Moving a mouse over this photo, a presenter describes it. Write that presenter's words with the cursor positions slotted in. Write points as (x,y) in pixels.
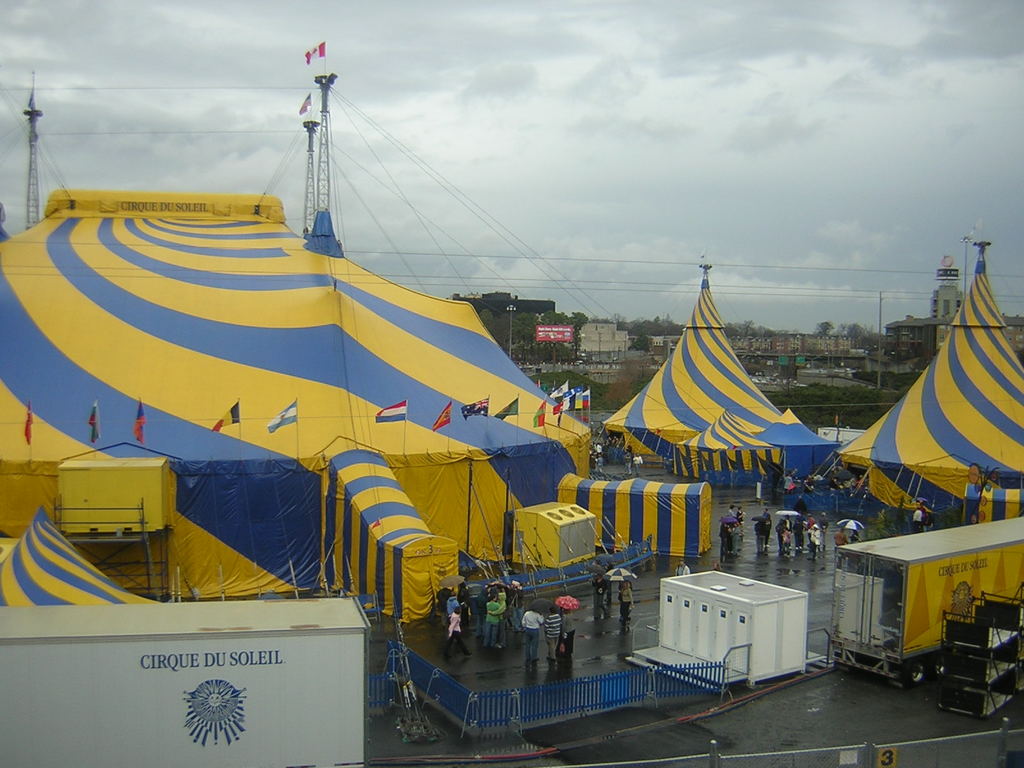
In the picture I can see tents (451,420), flags (537,421) and people (511,610) standing on the ground (516,643) among them some are holding umbrellas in hands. I can also see fence (672,688), trees (853,411), poles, wires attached to towers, buildings (627,340) and some other objects (704,596) on the ground (663,567). In the background (620,188) I can see the sky (612,179).
